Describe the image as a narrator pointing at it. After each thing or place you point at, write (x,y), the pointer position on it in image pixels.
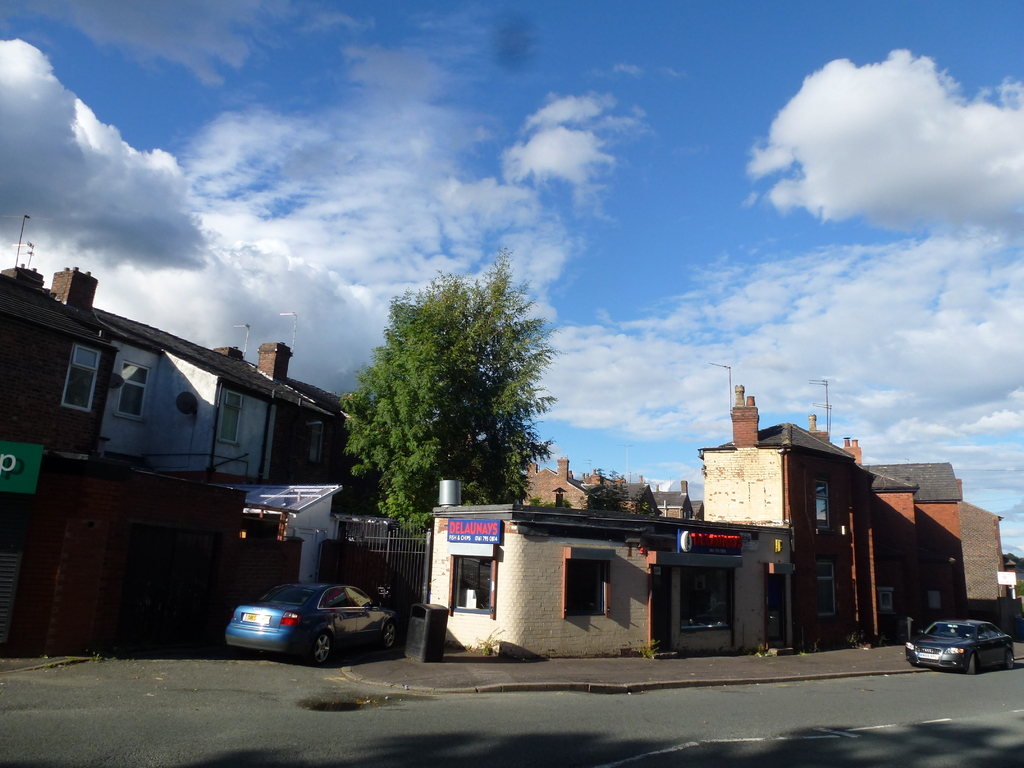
This picture is clicked outside on the road (947,716). In the center (364,459) we can see the cars (249,621) seems to be parked near the road (241,705) and we can see the buildings (5,408), tree (447,407) and the sky (698,162) which is full of clouds (921,107) and we can see the poles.
